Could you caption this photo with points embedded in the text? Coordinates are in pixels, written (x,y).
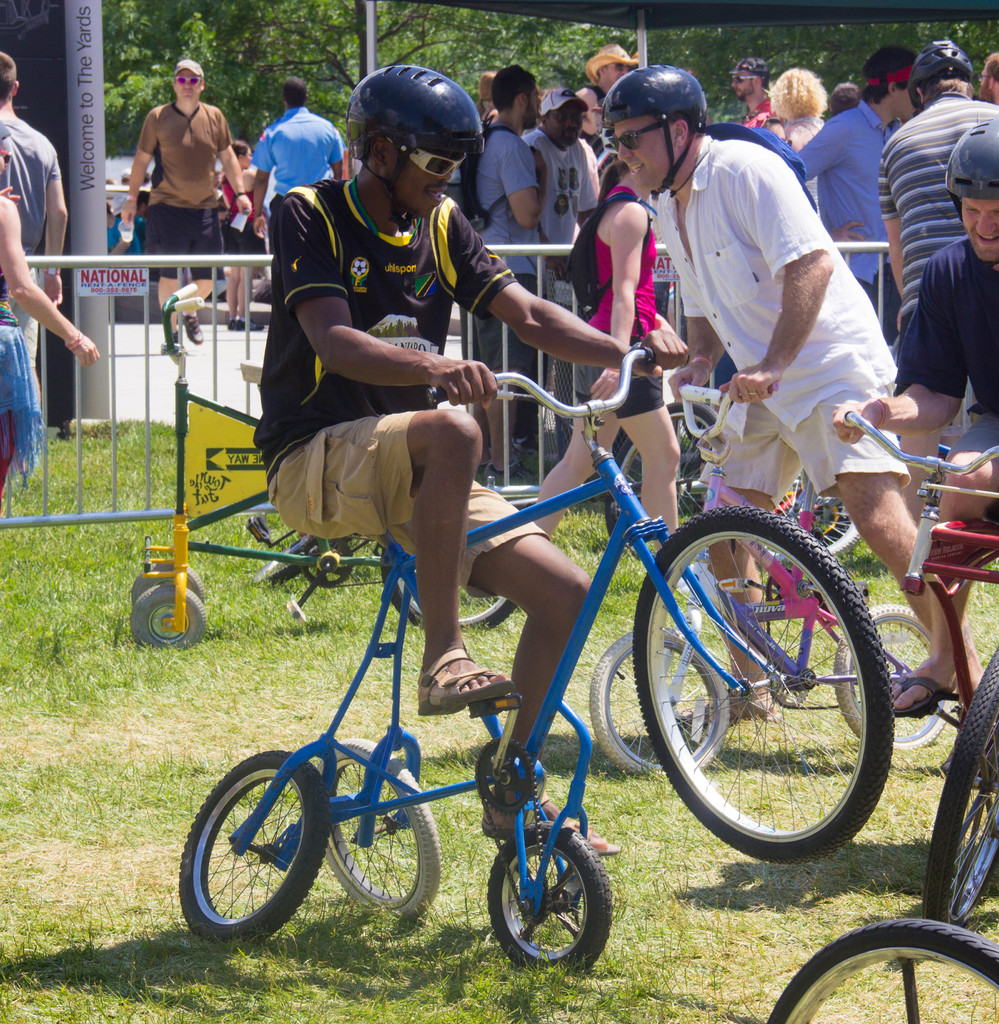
This image is clicked outside. There is grass (121,952) in the bottom (785,930), there are cycles (980,836). There is a blue cycle (311,773) in the middle (589,421). A person (405,523) with black shirt (332,417) and helmet (391,80) is riding that bicycle (536,725). A person (868,494) on the right side (747,437) wearing white dress (778,465) is using small cycle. There are so many people (637,249) in this image. There are so many trees (771,63) on the top (161,52). There are two persons (913,161) in the right corner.
